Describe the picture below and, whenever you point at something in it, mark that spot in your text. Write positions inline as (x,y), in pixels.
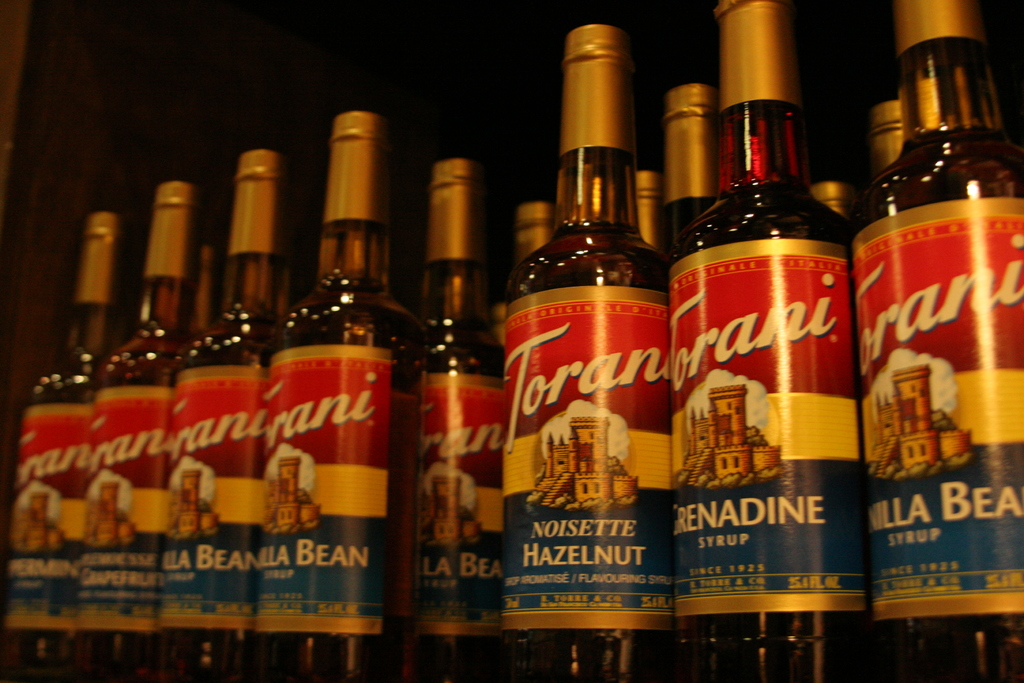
There is a number of bottles (528,363). The bottle (629,392) has cap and sticker (622,403).
